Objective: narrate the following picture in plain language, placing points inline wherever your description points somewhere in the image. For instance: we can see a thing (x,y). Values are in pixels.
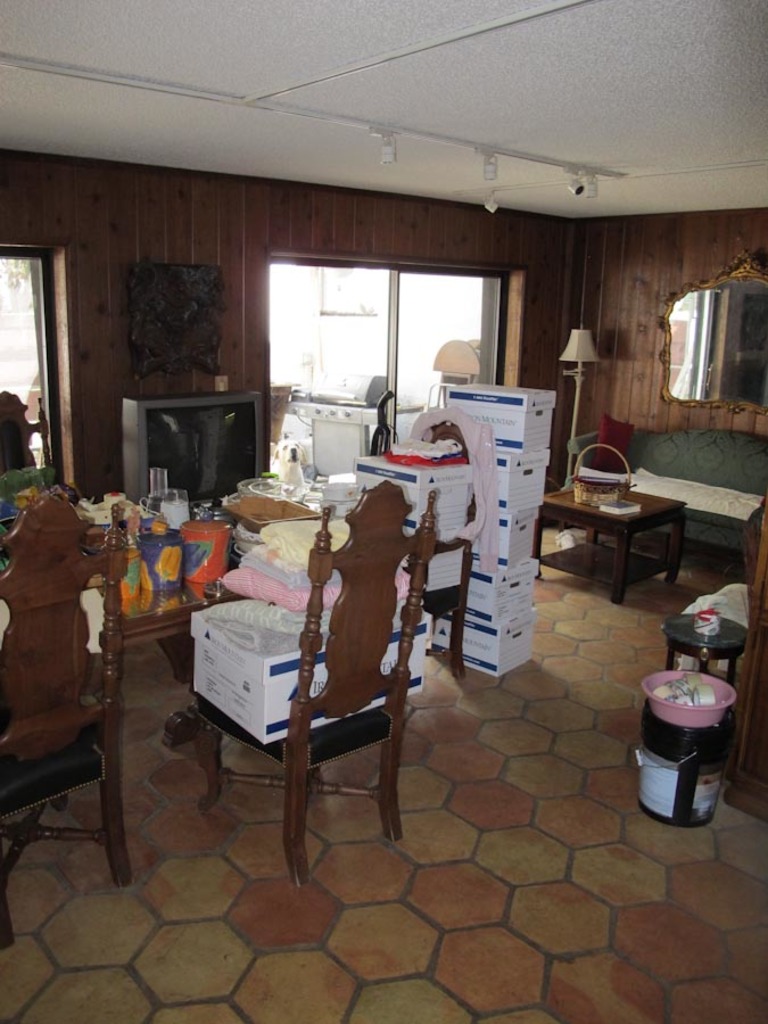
This image is taken indoors. At the bottom of the image (296,888) there is a floor (415,805). At the top of the image (465,25) there is a ceiling (647,10). In the background (439,331) there is a wall (593,376), a window (15,330), a door (272,369) and a mirror (693,354). In the middle of the image (310,551) there is a table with many things (263,521) and there are three chairs (40,615) with a few things (232,656) on them. In this image there is a lamp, sofa (634,472), a stool (714,629), a table (612,568) and a few things (654,792) on the floor (749,867).
